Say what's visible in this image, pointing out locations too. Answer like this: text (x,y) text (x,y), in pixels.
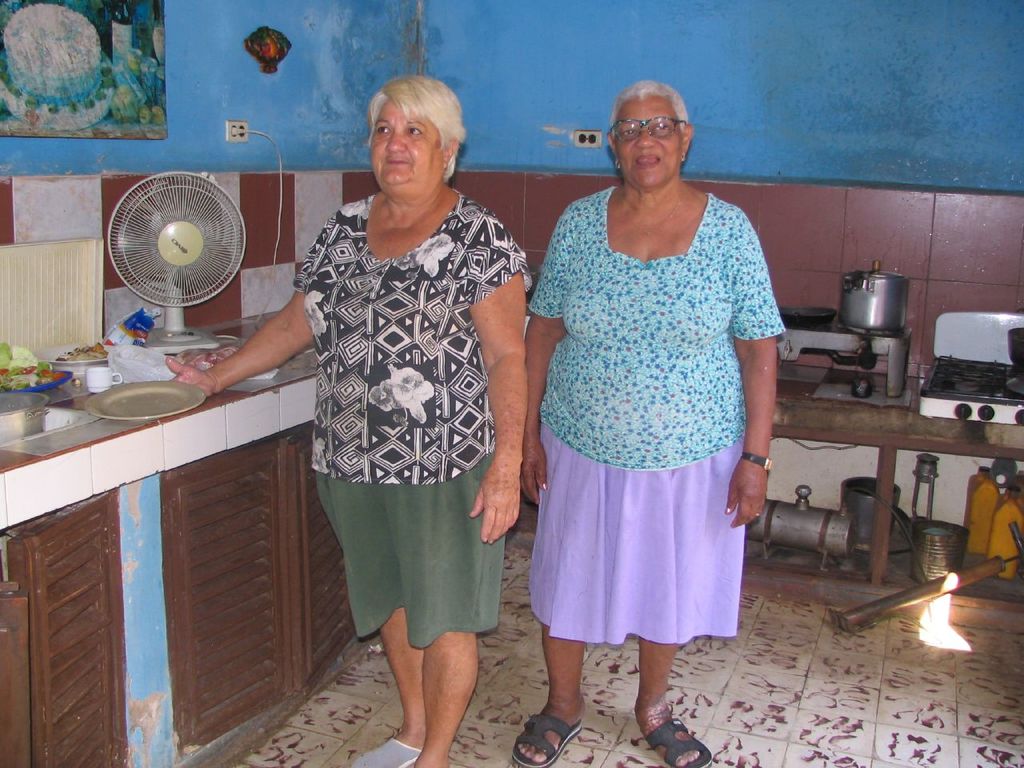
In this picture I can see 2 women (538,298) in front (469,415) who are standing and on the left side of this picture (45,378) I can see the counter top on which there is a fan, a plate (91,401), a cup (108,379) and few things (61,383). In the background (789,340) I can see 2 gas stoves (959,363) and few utensils (871,305). Under the table (880,455) I can see few cans (915,539) and other things (928,470). On the top of this picture (514,162) I can see the wall (477,136) and on the top left corner of this picture (104,26) I can see a frame (118,77).
